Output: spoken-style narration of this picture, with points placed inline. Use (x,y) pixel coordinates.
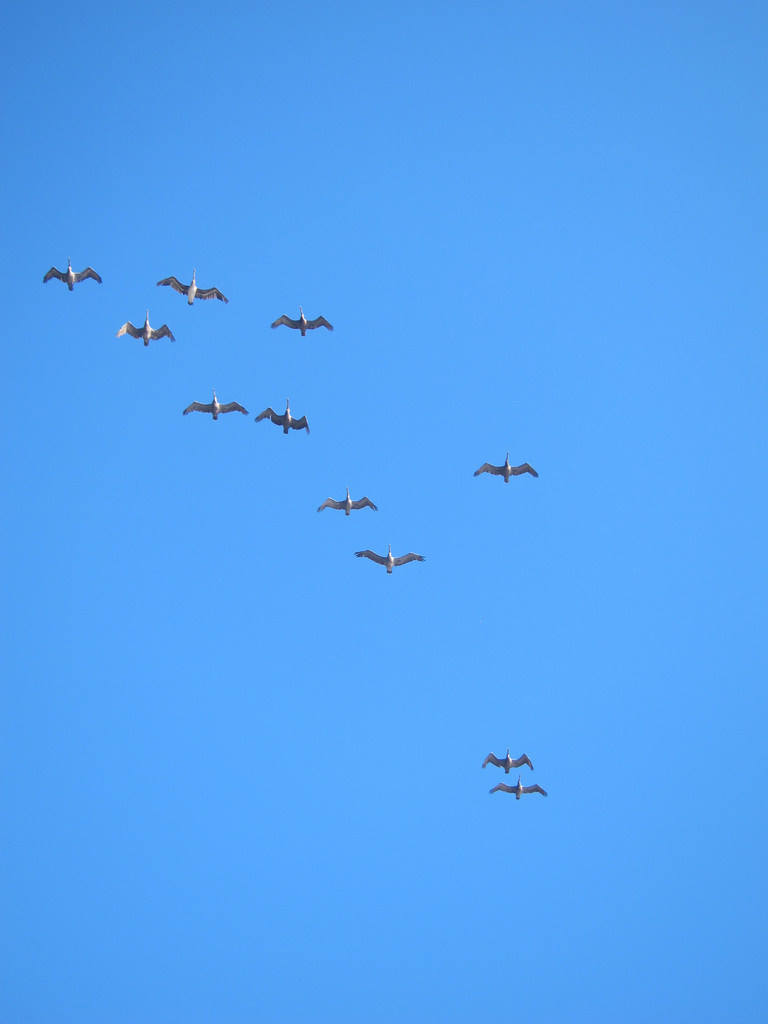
In the image there are few birds (505,476) flying in the sky (312,118).
